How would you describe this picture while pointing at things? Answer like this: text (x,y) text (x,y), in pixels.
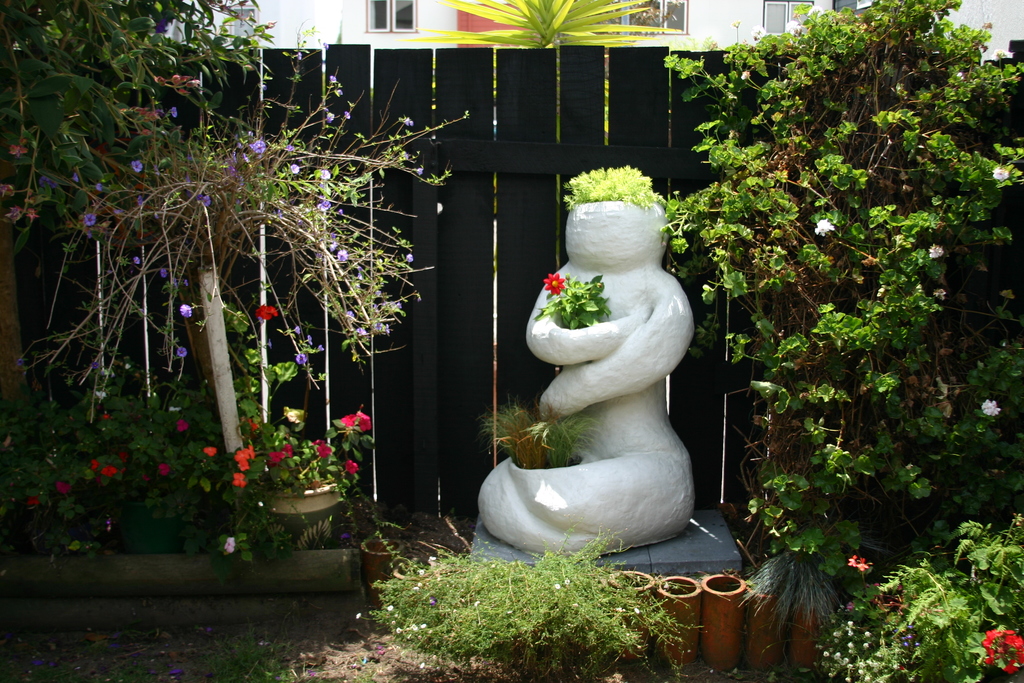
In this image there is a structure (689,320), on which there are a few plants (570,292), on the left (50,407), right and in front of the structure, there are trees (894,351), plants (895,373) and flowers (938,291), behind that there is a wooden fence (516,133). In the background (730,1) there is a building (660,36).
